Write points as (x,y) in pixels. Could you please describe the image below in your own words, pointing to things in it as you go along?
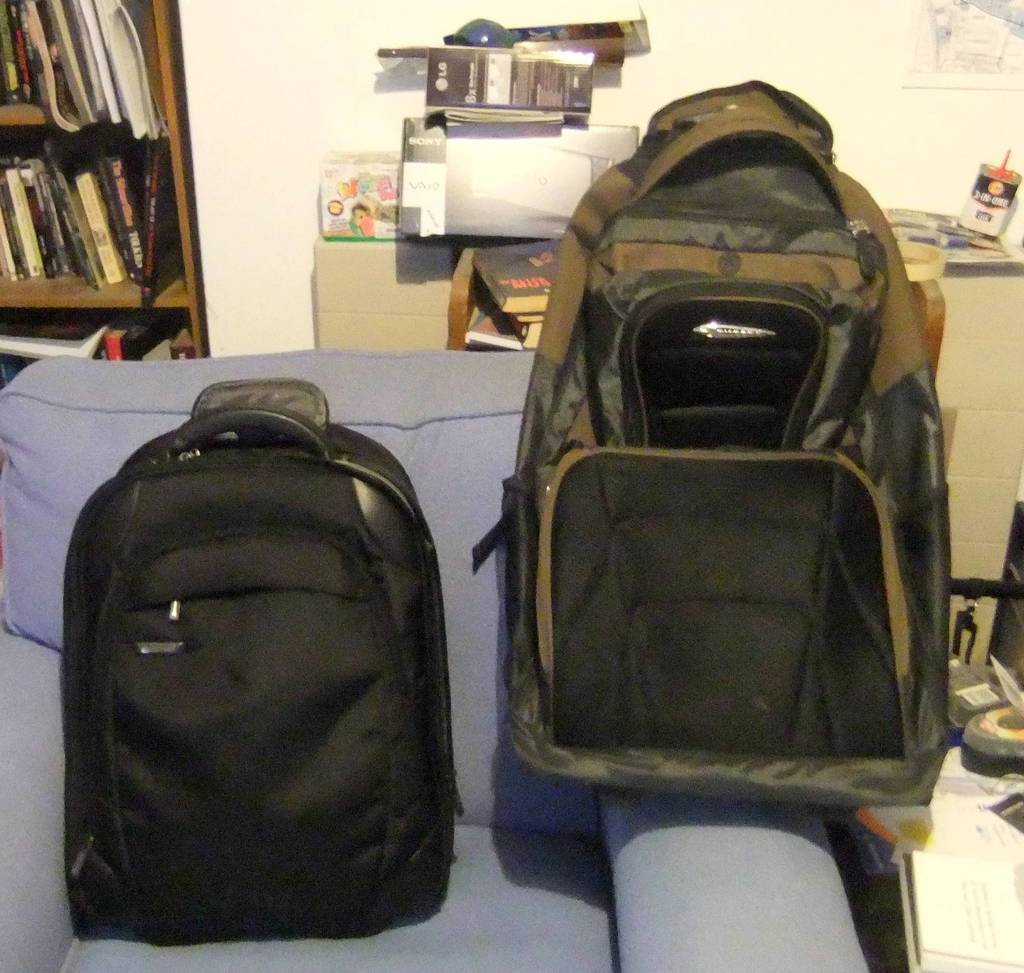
On this couch (480,782) there are two bags (423,662). This rack (23,284) is filled with books (68,340). On this table (532,284) there are files (542,116), books (497,299), box (515,186) and container (1006,173). A poster (979,50) on wall (809,29). On floor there are things (977,820).
